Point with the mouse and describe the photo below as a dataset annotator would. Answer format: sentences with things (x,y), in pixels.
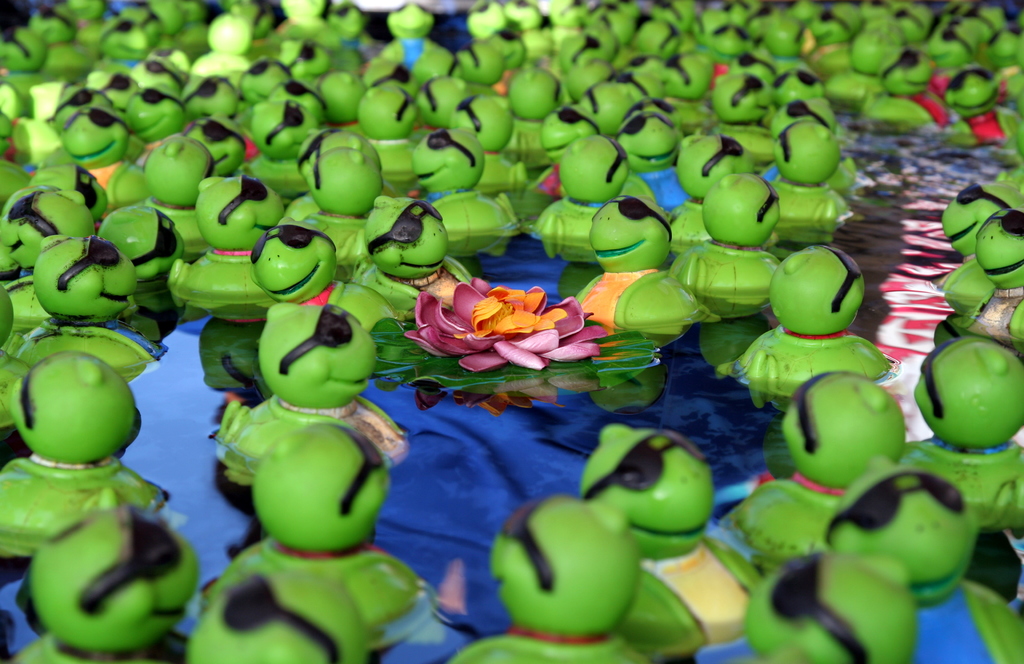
In the foreground of this image (791,269), there are green toys (309,260) in the water (488,448) and an artificial flower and a leaf (554,384) on the water (537,402).
